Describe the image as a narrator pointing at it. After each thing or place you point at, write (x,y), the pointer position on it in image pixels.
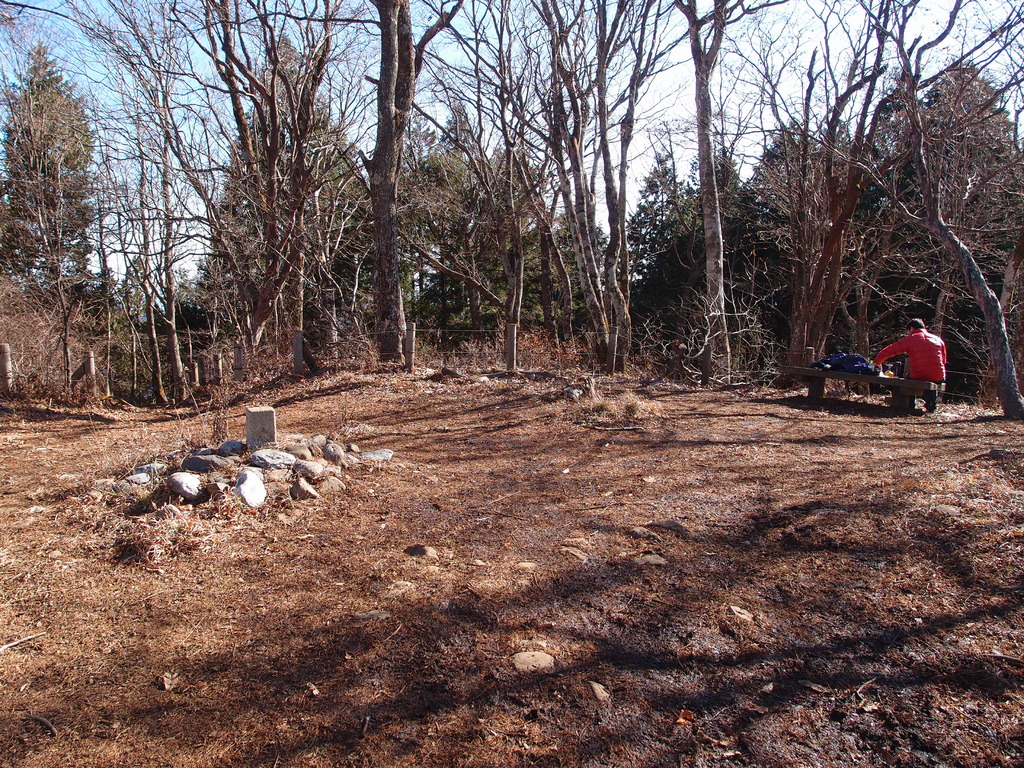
On the right side of the image (917,359) we can see a man (923,375) is sitting on a bench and wearing a jacket (945,356), beside him we can see a cloth (838,364). In the background of the image (93,25) we can see the trees (467,155), fence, dry leaves (954,423), stones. At the bottom of the image (604,674) we can see the ground (508,569). At the top of the image (429,13) we can see the sky (920,5).
